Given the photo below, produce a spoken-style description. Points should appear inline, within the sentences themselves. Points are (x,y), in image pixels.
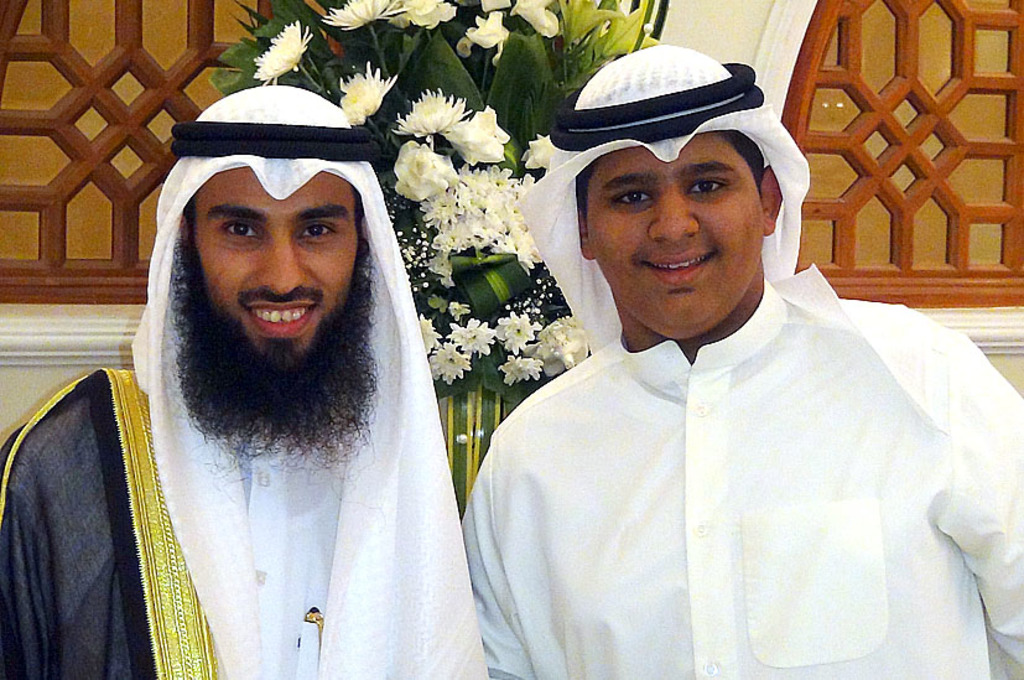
In this image there are two people (352,388) who are wearing headscarf (209,170), and in the background (441,266) is a flower bouquet (526,137), wall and windows (171,101).
